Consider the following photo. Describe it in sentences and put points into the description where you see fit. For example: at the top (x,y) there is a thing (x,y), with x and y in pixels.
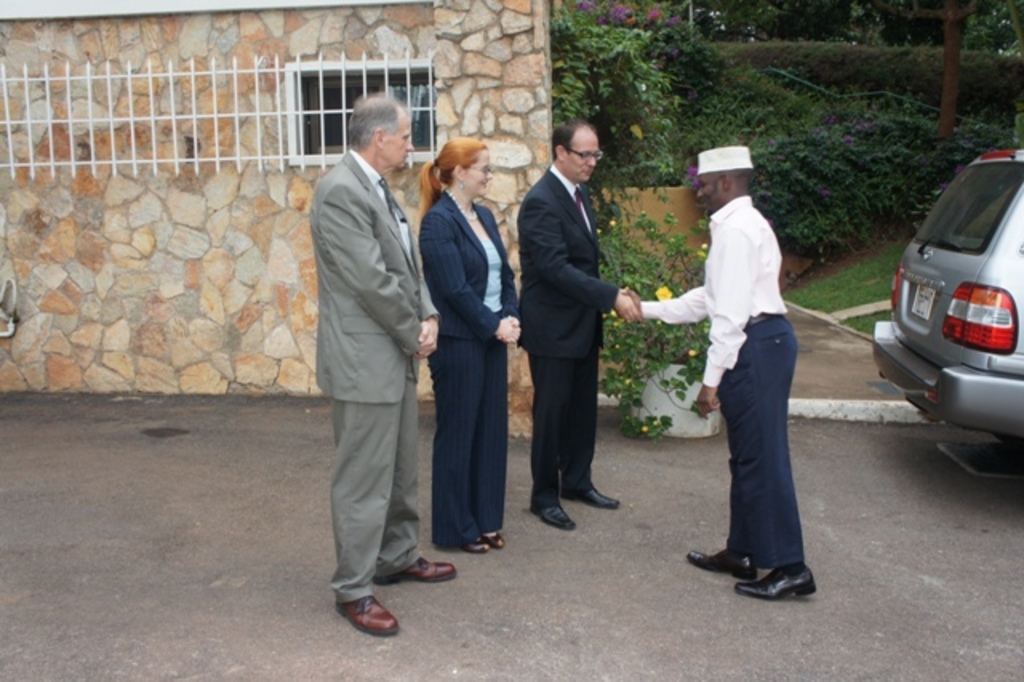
In this image we can see a group of people (571,403) standing on the ground (600,574). One person (734,383) is wearing a cap (732,167). On the right side of the image (998,221) we can see a vehicle (1005,426). In the background (68,175), we can see a building (270,135) with windows (313,104) and fence (77,165), a group of plants (645,227), trees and the pathway (843,393).
